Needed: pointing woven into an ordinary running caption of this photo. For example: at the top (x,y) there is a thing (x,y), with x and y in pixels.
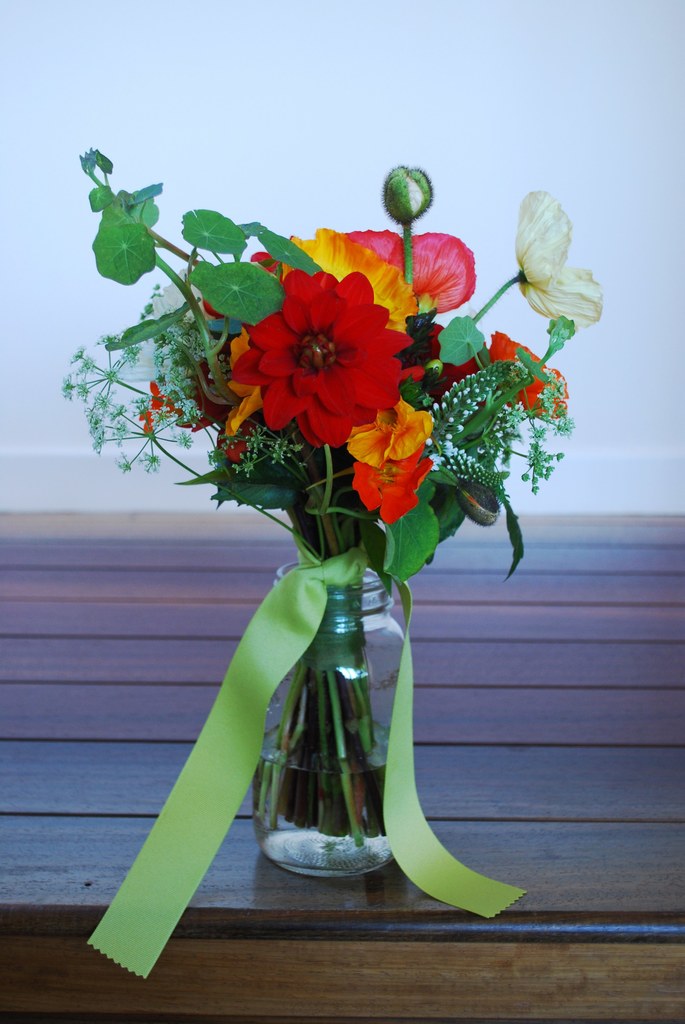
there is a flower vase (337,419) on the table (115,871).
